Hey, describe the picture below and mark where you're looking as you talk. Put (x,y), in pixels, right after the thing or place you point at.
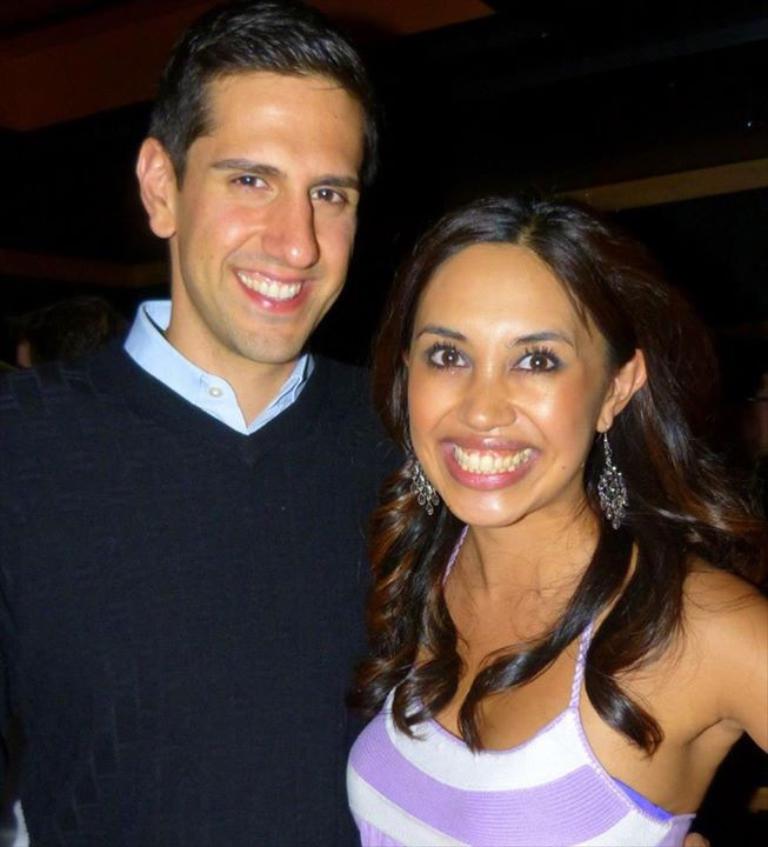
In this image, we can see two persons (549,724) wearing clothes (549,724).
